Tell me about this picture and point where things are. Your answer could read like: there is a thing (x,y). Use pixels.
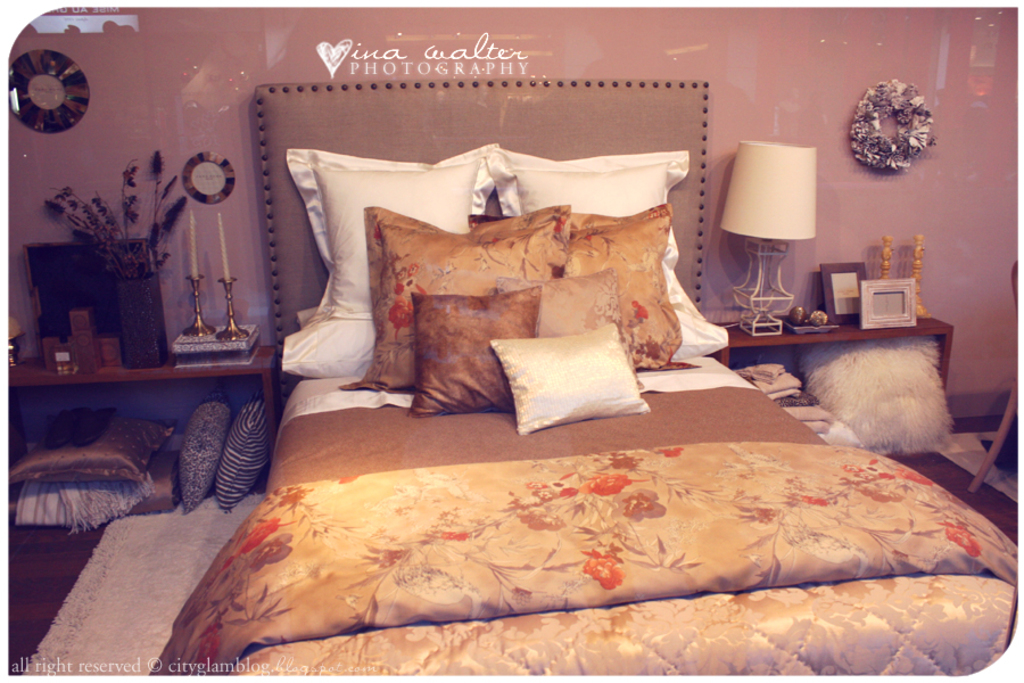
In this image we can see a bed (712,553), blanket (584,544), pillows (835,370), carpet (167,530), floor (13,649), frames (890,325), lamp (751,290), candles (242,334), vase (148,285), and objects (93,355). In the background (206,166) we can see wall (988,127) and decorative items (854,155).
